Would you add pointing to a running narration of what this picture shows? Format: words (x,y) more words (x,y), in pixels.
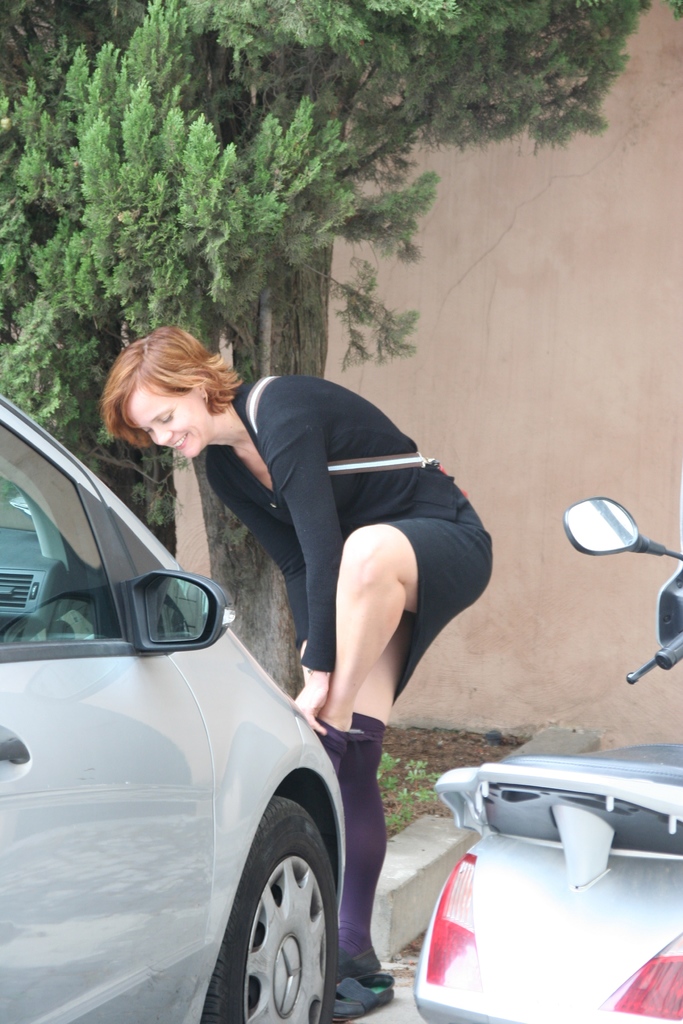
In this image I can see few vehicles (259,781), a tree (221,241) and I can see a woman (367,593) is standing. I can see she is wearing black dress (231,466) and here I can see smile (187,439) on her face (164,421). In the background (500,489) I can see cream colour wall (570,453).
